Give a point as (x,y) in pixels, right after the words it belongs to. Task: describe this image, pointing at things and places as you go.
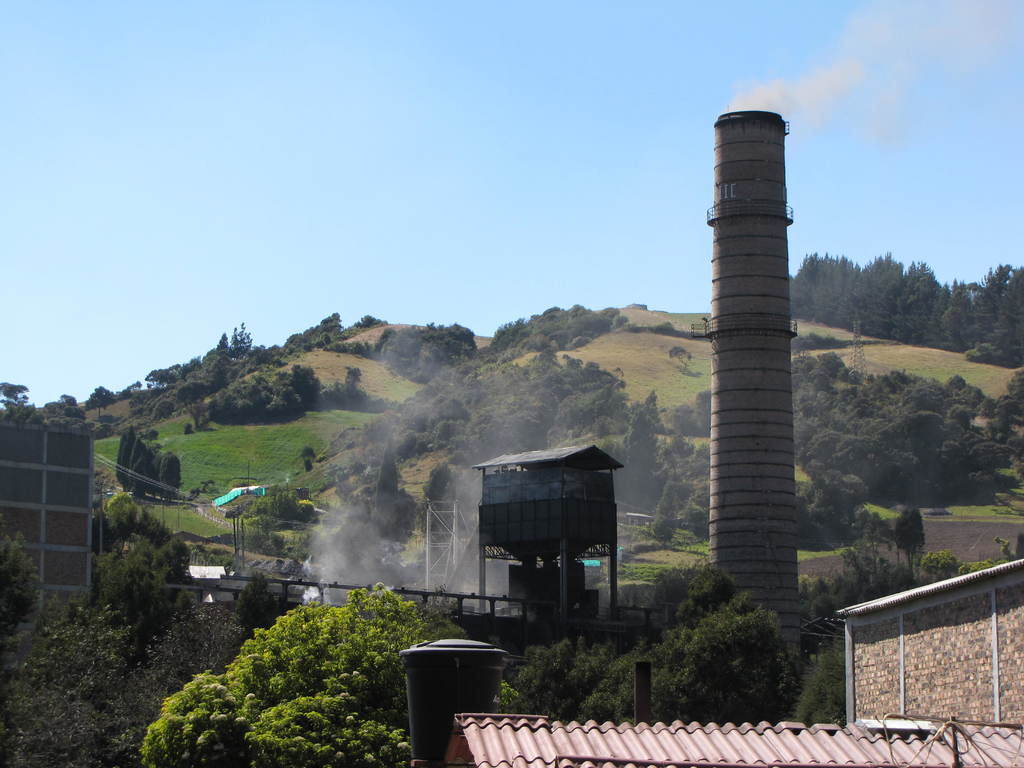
In this image, we can see some homes (728,766), there are some trees (386,656), we can see a chimney (744,262), there are some mountains (677,399), at the top (430,60) there is a blue sky (325,43).
